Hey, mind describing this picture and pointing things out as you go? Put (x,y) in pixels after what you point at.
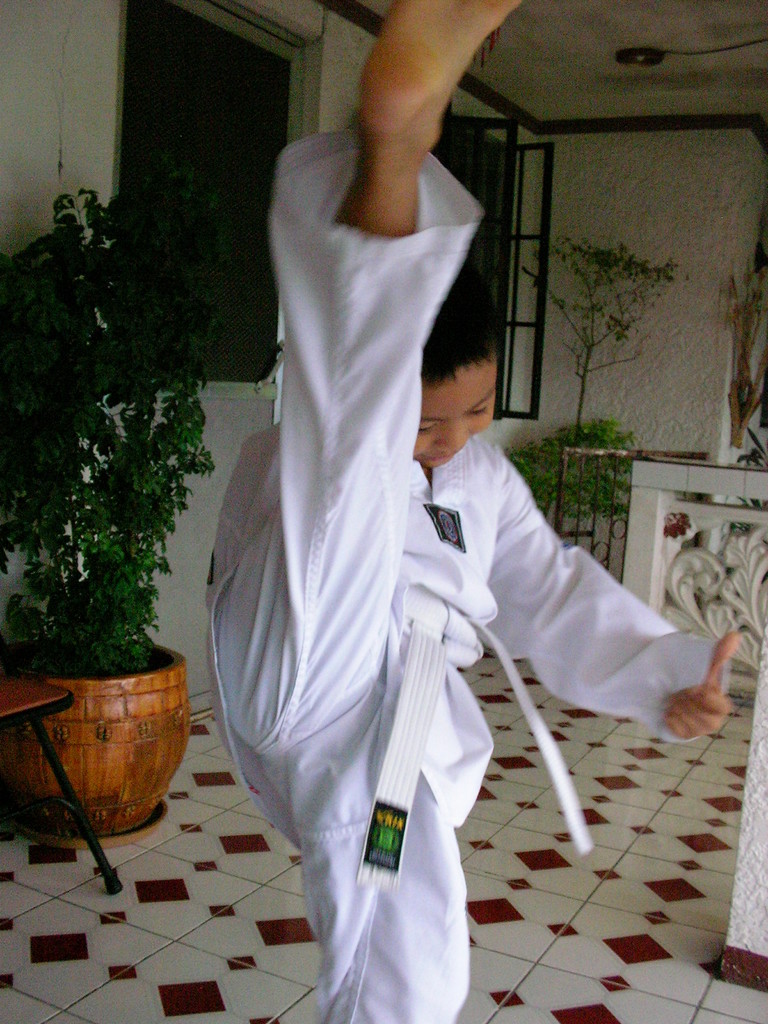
In this image there is a karate kid (350,557) who is stretching his leg (348,305) in the upward direction. In the background (176,503) there is a plant pot (101,778). Behind the plant (117,224) there are windows (196,107).
